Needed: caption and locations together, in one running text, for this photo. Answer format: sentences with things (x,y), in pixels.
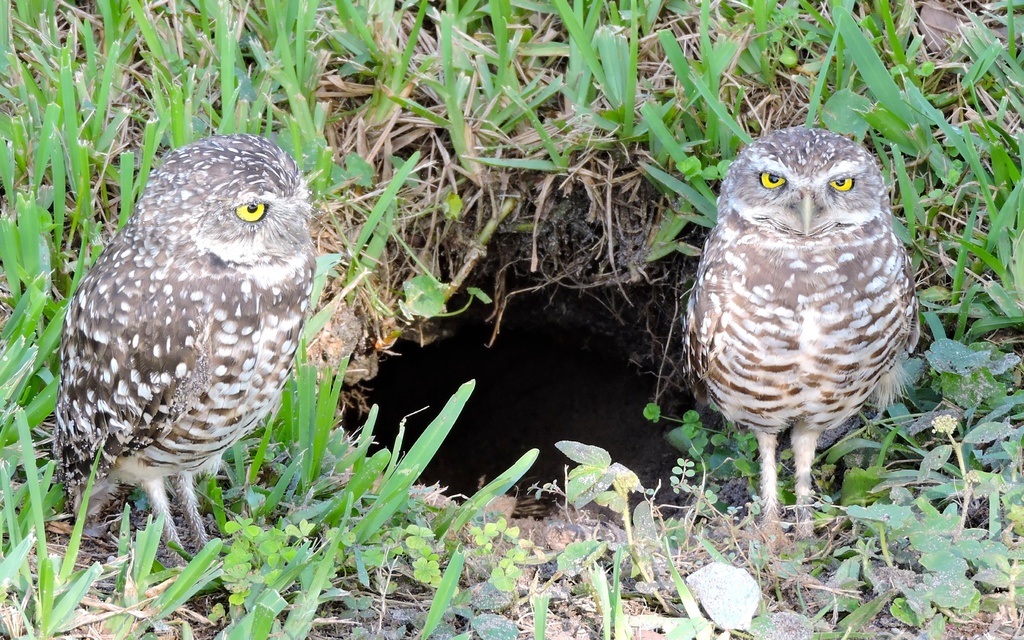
In the foreground of the picture (140,248), there are two owls (786,406) on the ground (489,577). We can also see a hole (472,310) on the ground (619,175) and around it there is grass (44,271).
